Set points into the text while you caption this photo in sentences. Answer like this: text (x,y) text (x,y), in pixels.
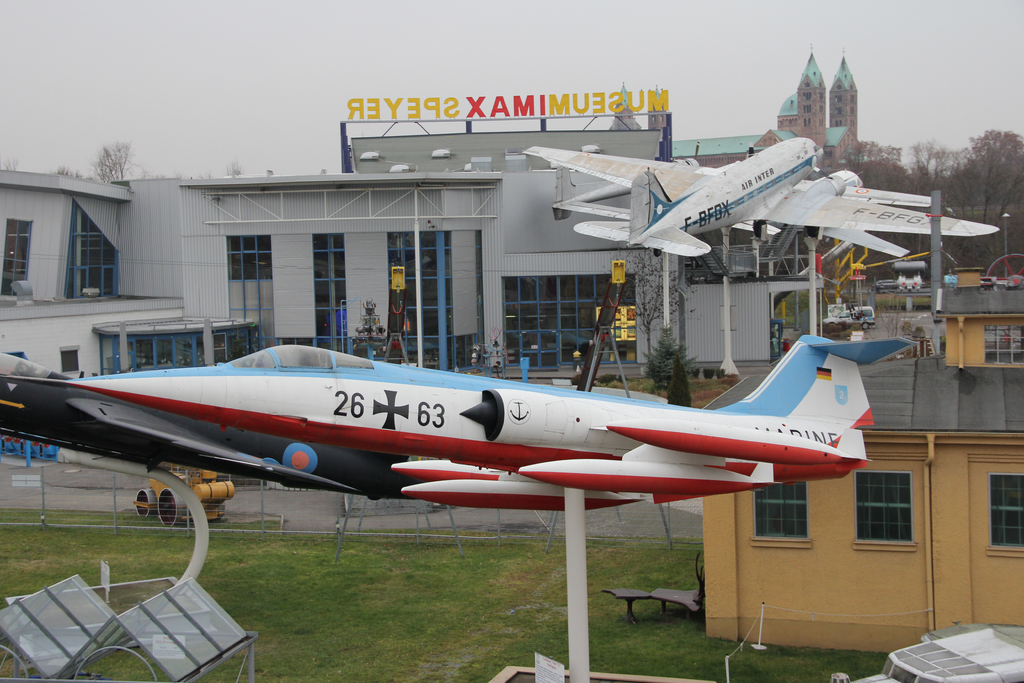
In the center of the image (407,400) we can see depictions of an aeroplane (565,485). On the right side of the image (751,540) we can see houses (950,291), trees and depiction of aeroplane (707,244). In the background (770,348) we can see building (349,231), trees (871,171), vehicles (891,286) and sky (306,60).
